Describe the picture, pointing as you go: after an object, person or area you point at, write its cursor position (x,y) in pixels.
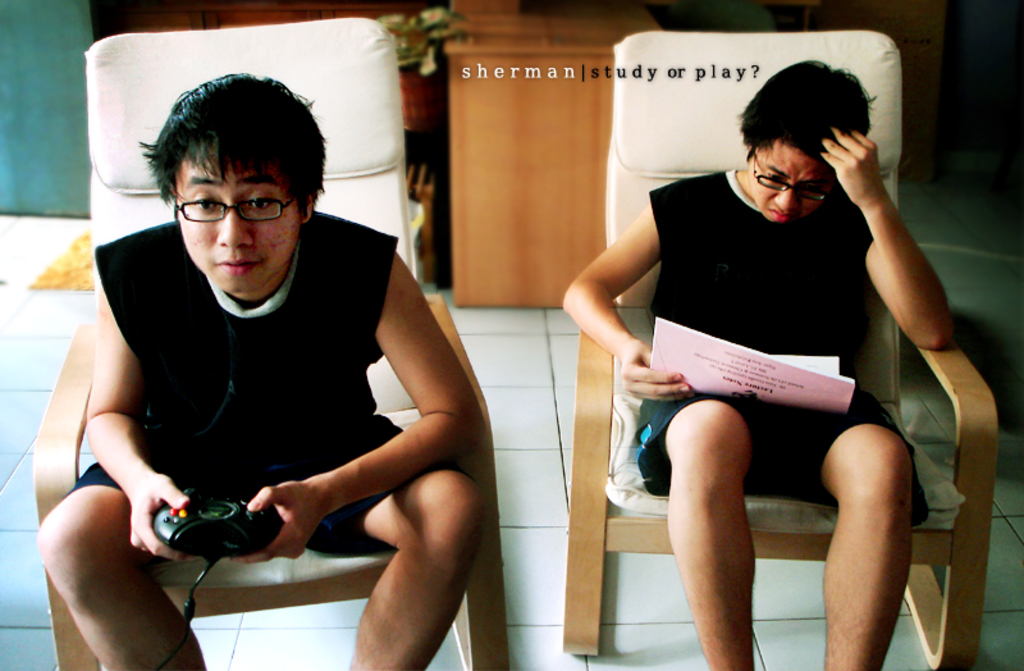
Here we can see two men (408,340) sitting on the chairs (504,657) on the floor (543,407). On the left (213,429) a man (213,430) is holding joystick (217,529) in his hands (292,526) and on the right (749,267) a man (751,432) is holding a book (761,377) in his hand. In the background (26,81) there is a wall (25,100), house plant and a table (528,86).
